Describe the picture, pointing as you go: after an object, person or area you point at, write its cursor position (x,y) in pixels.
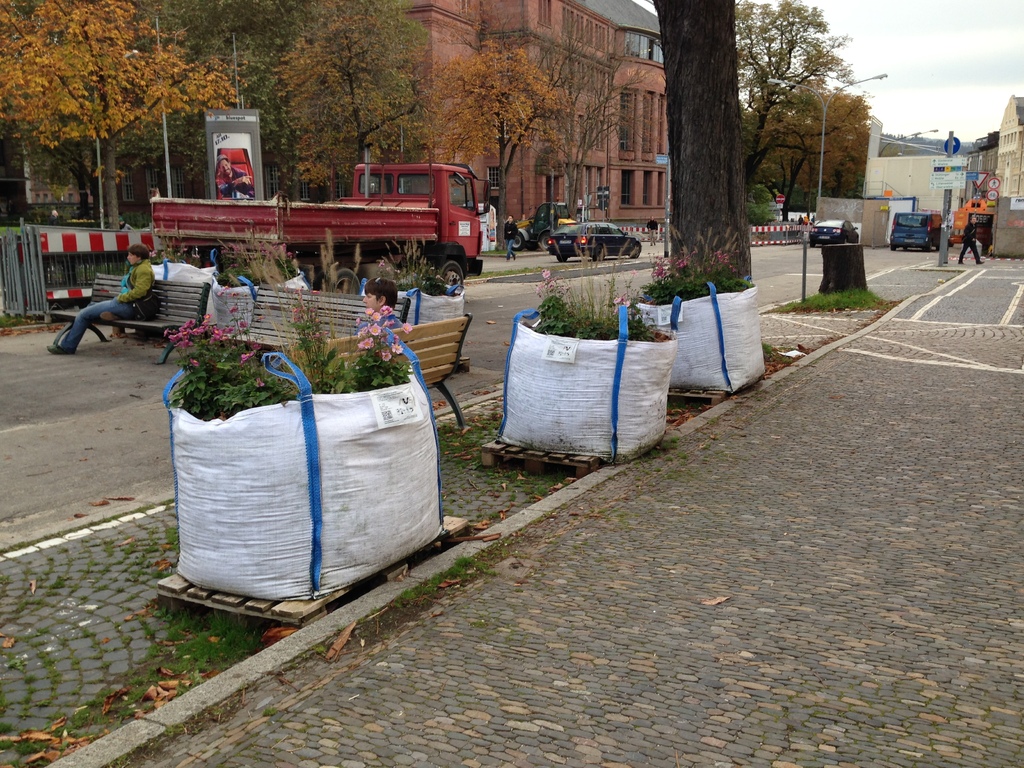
In the center of the image (662,281), we can see bags (301,424) with flowers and plants (290,263). In the background (844,230), there are vehicles (909,241) on the road (878,247) and we can see some people (512,242) and there are trees (670,62), buildings (638,67), boards (964,168) and poles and there are railings (90,265) and some people (130,270) sitting on the benches (447,340). At the top (921,95), there is sky (918,120).
